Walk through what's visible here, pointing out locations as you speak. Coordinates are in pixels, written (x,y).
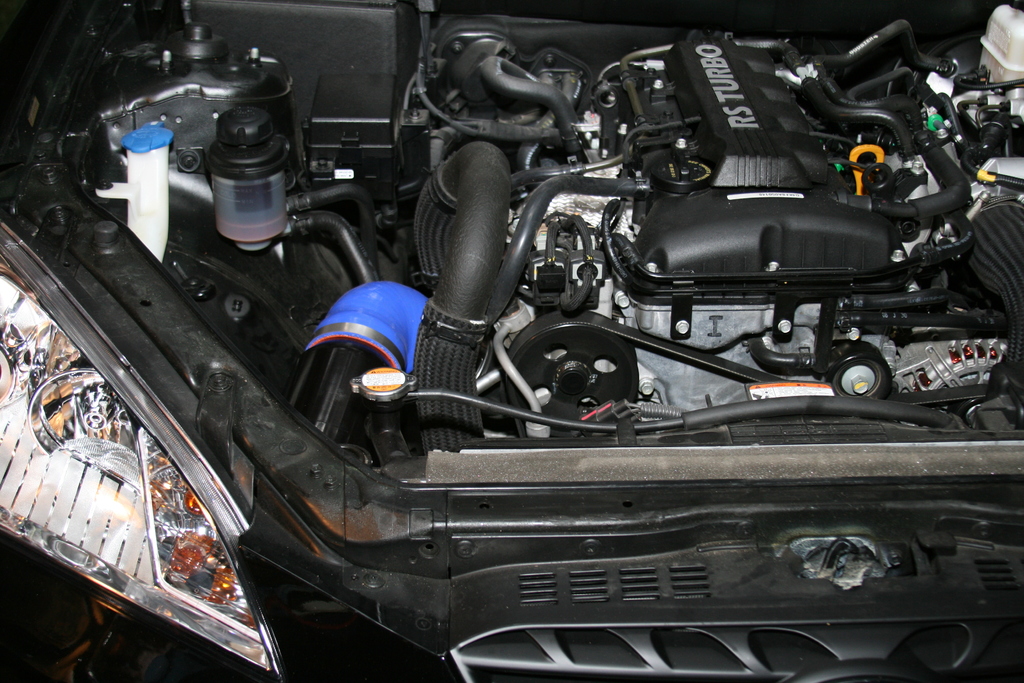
In this image I can see the engine (596,315) of a vehicle (697,340) with some text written on it.
